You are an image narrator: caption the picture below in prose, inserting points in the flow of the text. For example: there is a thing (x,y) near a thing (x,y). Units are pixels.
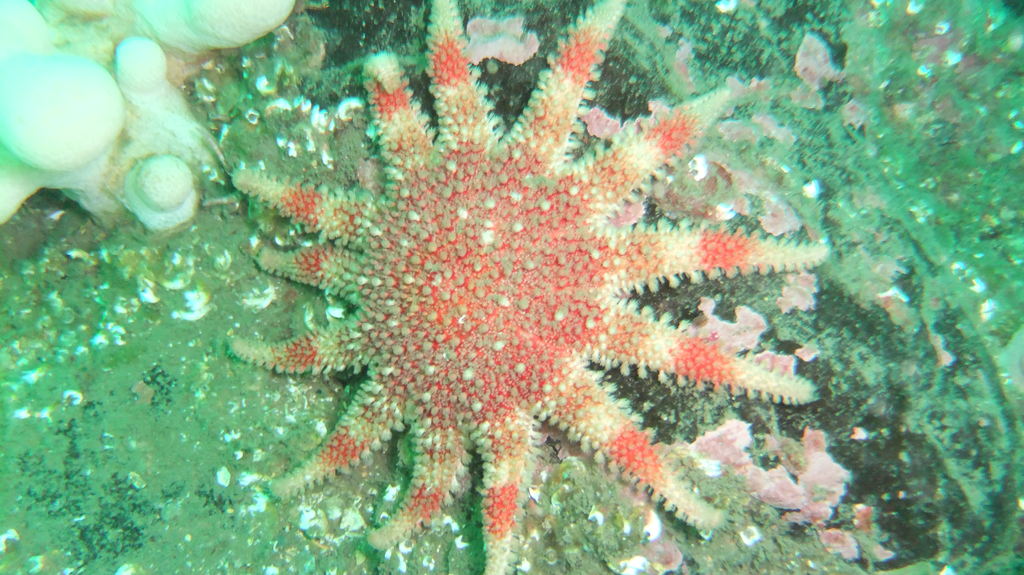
As we can see in the image there is a starfish (424,260).
